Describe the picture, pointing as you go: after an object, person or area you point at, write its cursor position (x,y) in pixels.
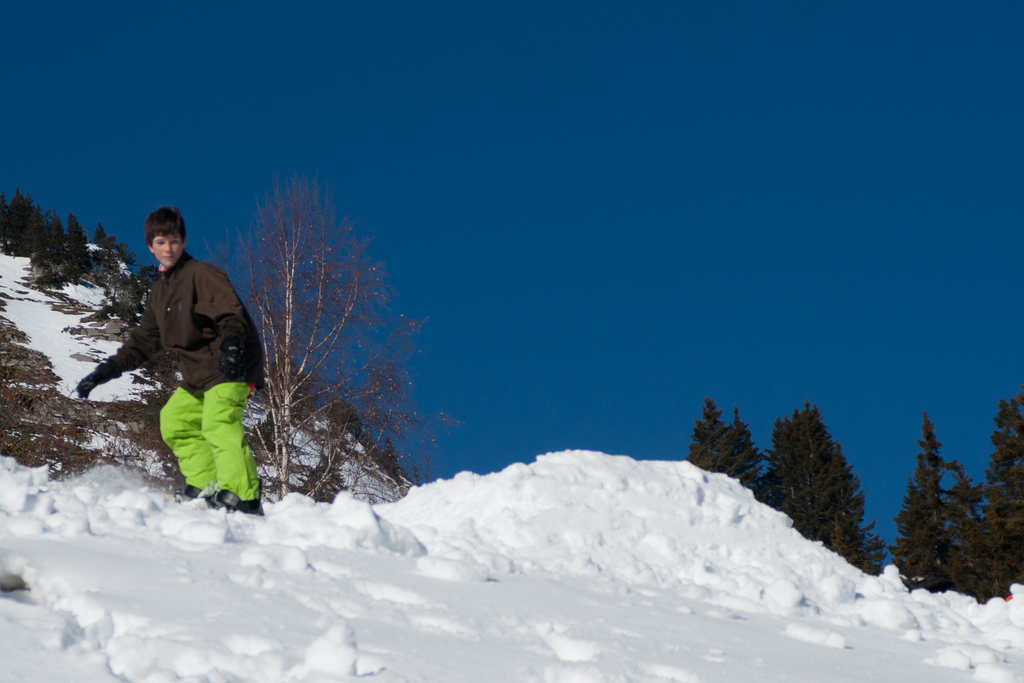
In the foreground (641,508) there is snow (439,677). On the left (210,306) there is a person (205,398) skating. In the background (340,388) towards left (24,235) there are trees (57,261) and hill (8,292). On the right (812,487) there are trees (924,483). Sky (695,414) is clear.
